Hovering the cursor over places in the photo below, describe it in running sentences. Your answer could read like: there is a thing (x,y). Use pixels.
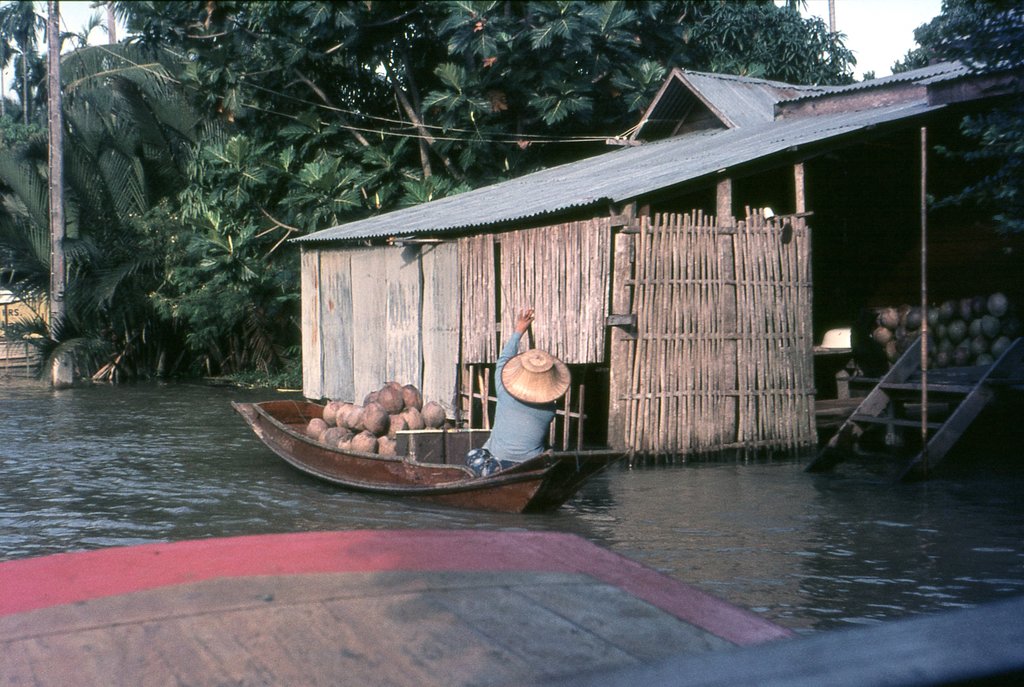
In this picture there is a boat (309,424) in the center of the image (545,453), on the water (607,517) and there is a shed (595,249) on the right side of the image (733,119) and there is a boat (886,676) at the bottom side of the image (412,631), there are trees (528,39) on the left side of the image (207,194).
